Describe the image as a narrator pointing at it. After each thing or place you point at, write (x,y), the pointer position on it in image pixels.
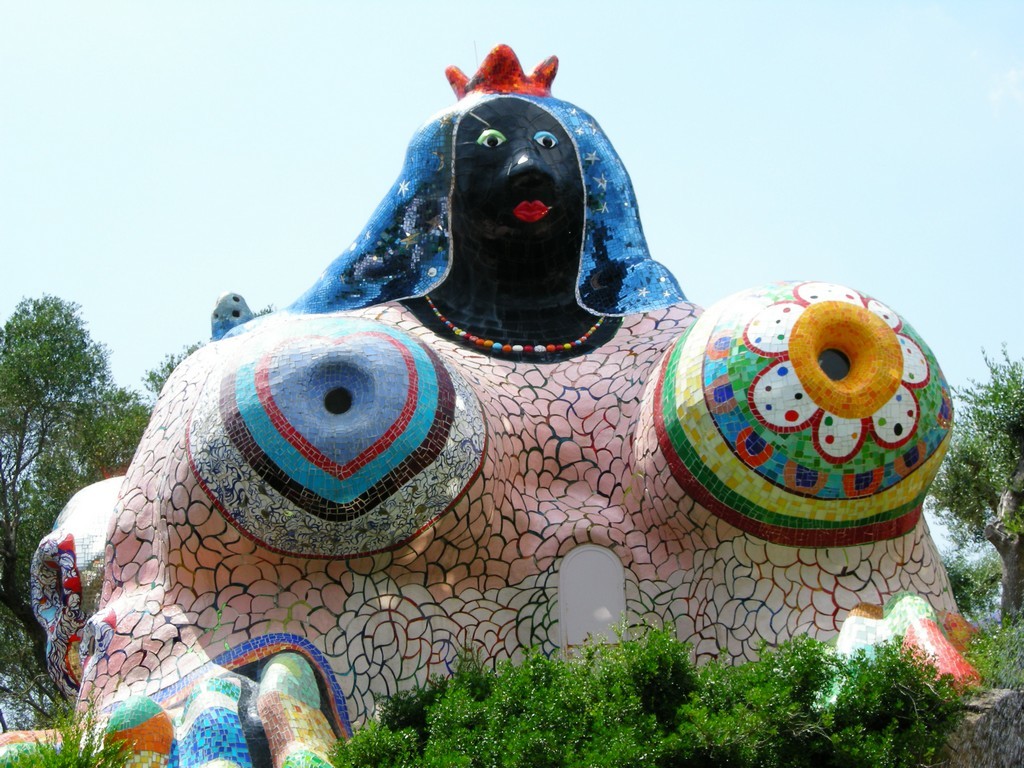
At the center of the image (651,380) there is a sculpture (518,539), around that there are trees (982,422). In the background (754,221) there is the sky (786,261).
